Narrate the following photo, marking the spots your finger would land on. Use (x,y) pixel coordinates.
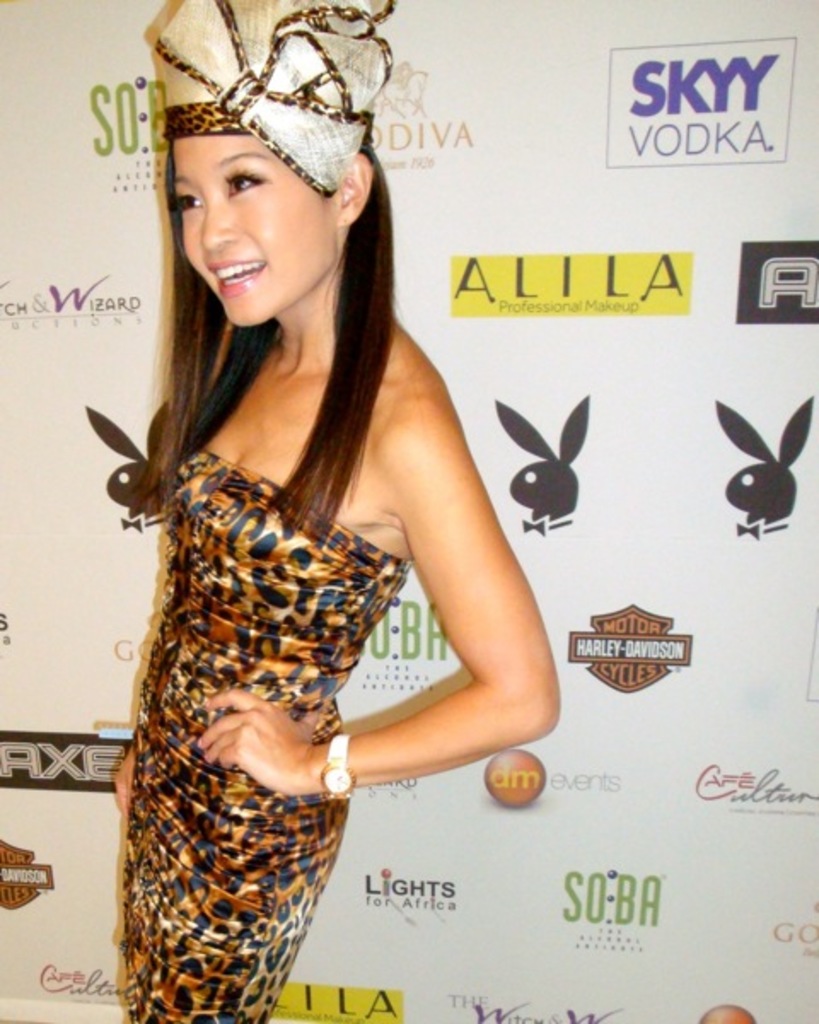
In the image there is a lady (192,585) standing and smiling. There is a turban (344,57) on her head (205,262). Behind her there is a banner (604,504) with images (552,497), logos (552,530) and some text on it.
